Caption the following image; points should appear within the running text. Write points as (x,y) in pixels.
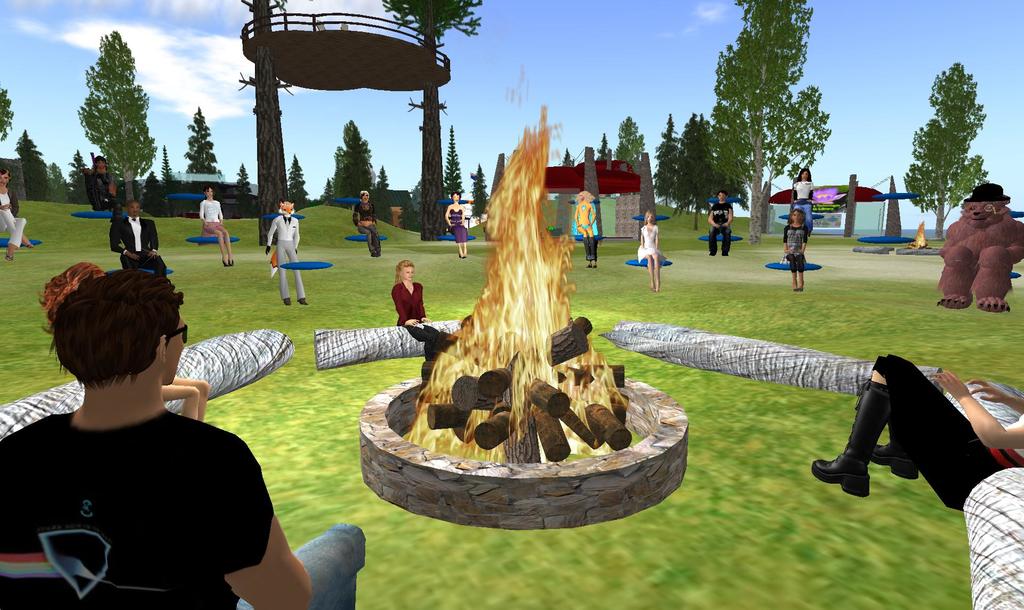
In the image we can see animated picture of people (638,254) standing and some of them are sitting. Here we can see bonfire (528,379), trees (107,97) and the sky (115,26).
